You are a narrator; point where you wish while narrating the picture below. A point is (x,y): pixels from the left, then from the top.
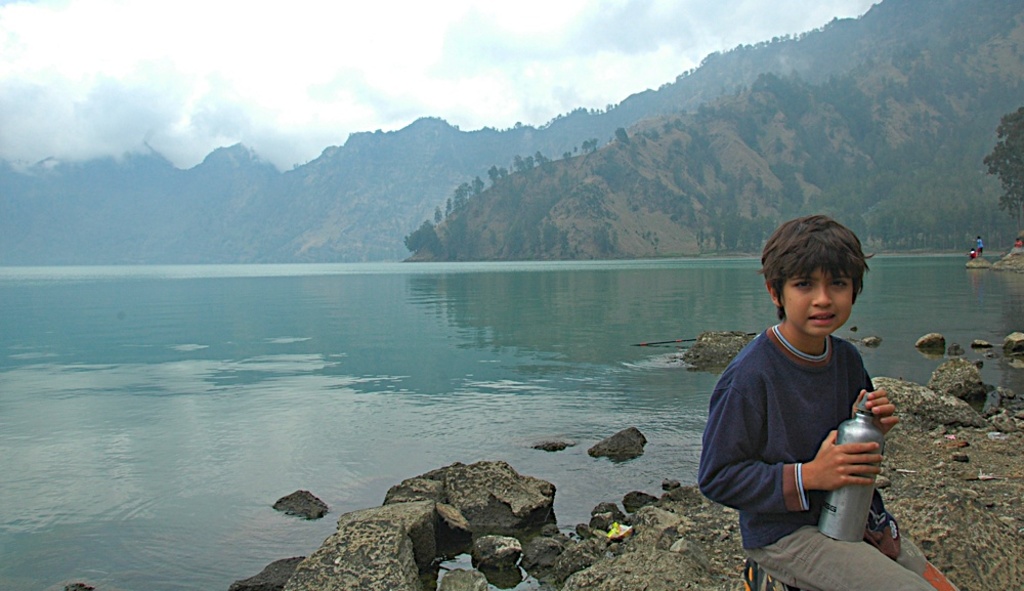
In this Image I see a child (792,399) who is sitting on his toes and he is holding bottle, In the background (886,344) I see few people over here, water (880,278), mountains (930,5) and trees (544,163) on it.
